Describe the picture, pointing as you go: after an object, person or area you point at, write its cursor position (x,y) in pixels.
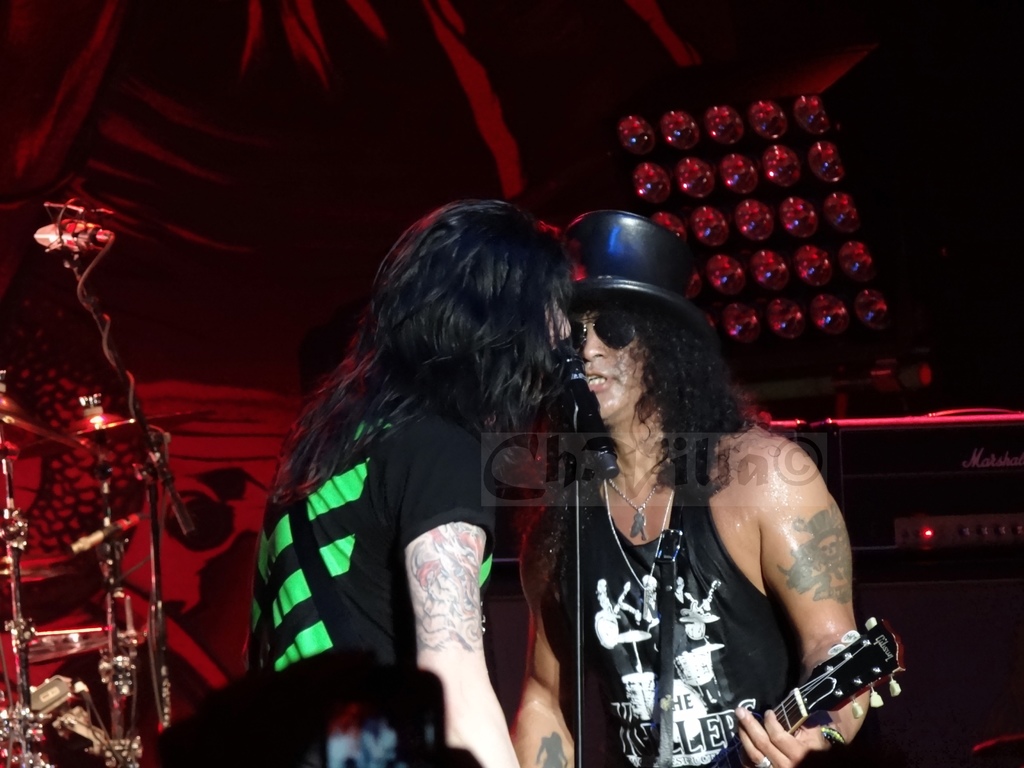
In this image i can see two persons (313,486) standing and playing a musical instrument (804,703) and singing in front of a micro phone (583,414) at the back ground (574,133) i can see few musical instrument (108,627) and a backdrop (187,89).
